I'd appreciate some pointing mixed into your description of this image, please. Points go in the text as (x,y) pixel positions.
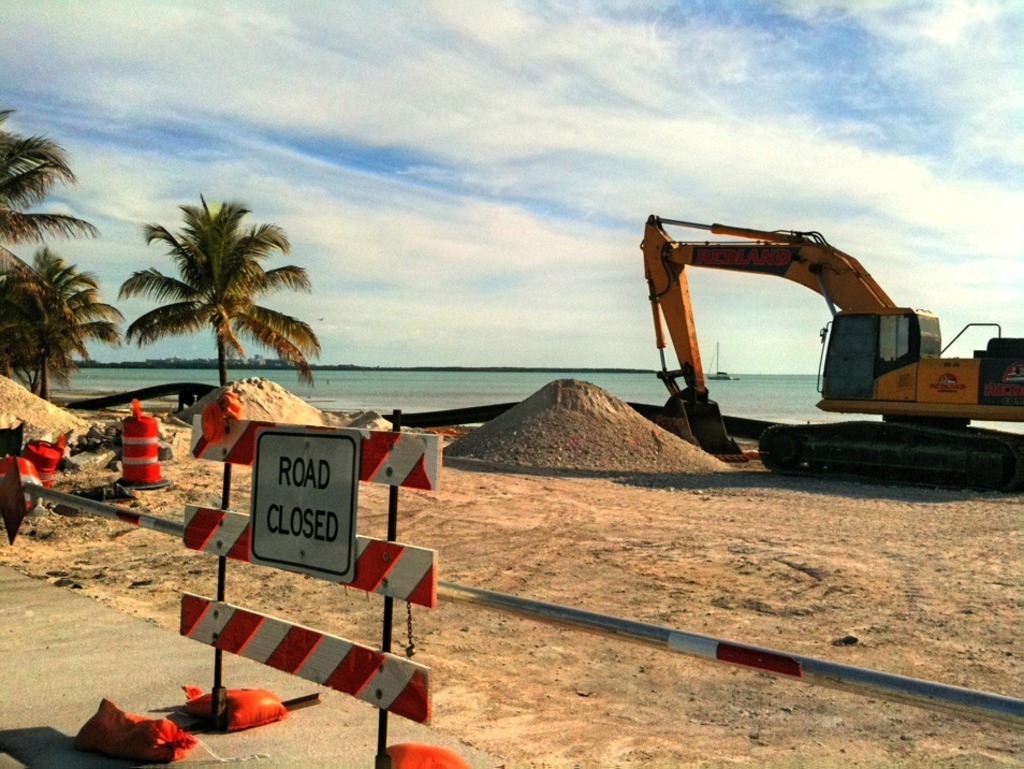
In this picture we can see a name board (296,485), pole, sand (591,439), trees (251,270), excavator (828,388) on the ground (852,515), boat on the water (618,374) and some objects (214,411) and in the background (626,99) we can see the sky (594,151) with clouds (487,132).
